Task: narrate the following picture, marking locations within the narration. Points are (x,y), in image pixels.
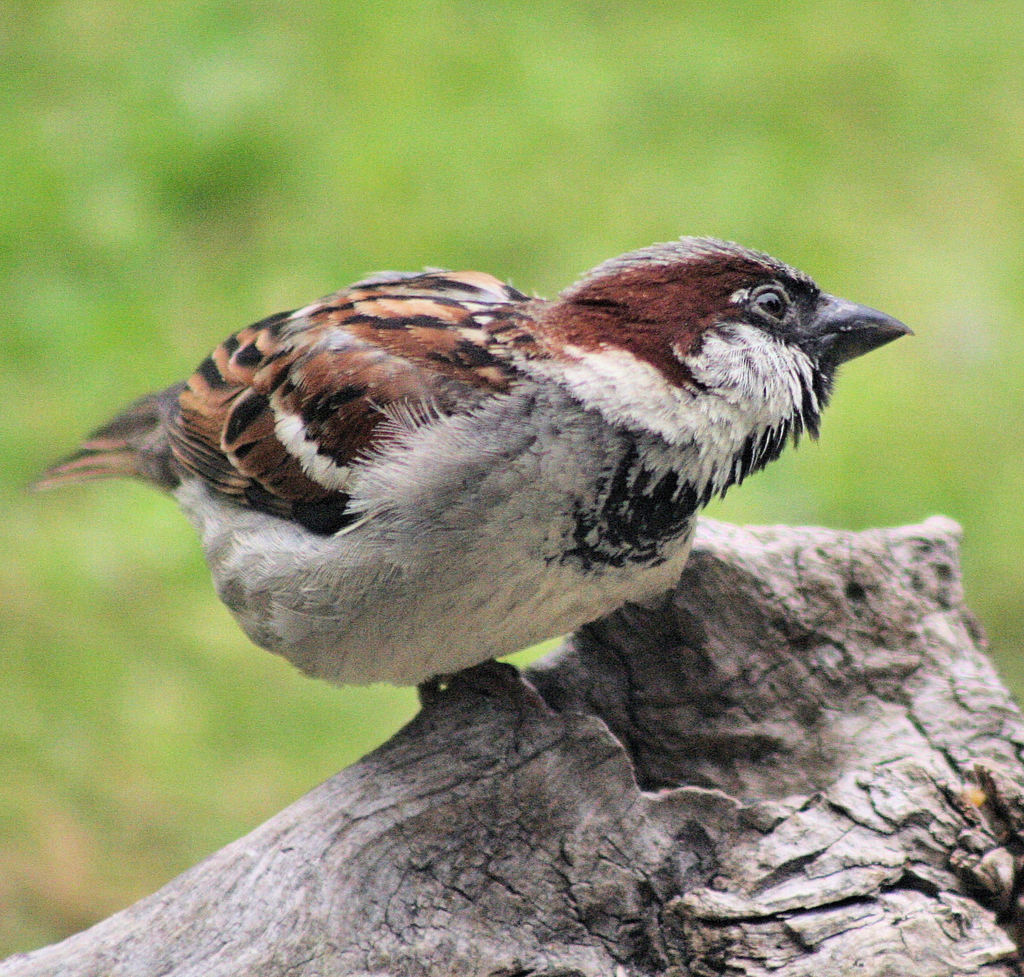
In this image we can see a bird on the wooden object (546,759). There is a blur background (979,509) with greenery (982,407).
